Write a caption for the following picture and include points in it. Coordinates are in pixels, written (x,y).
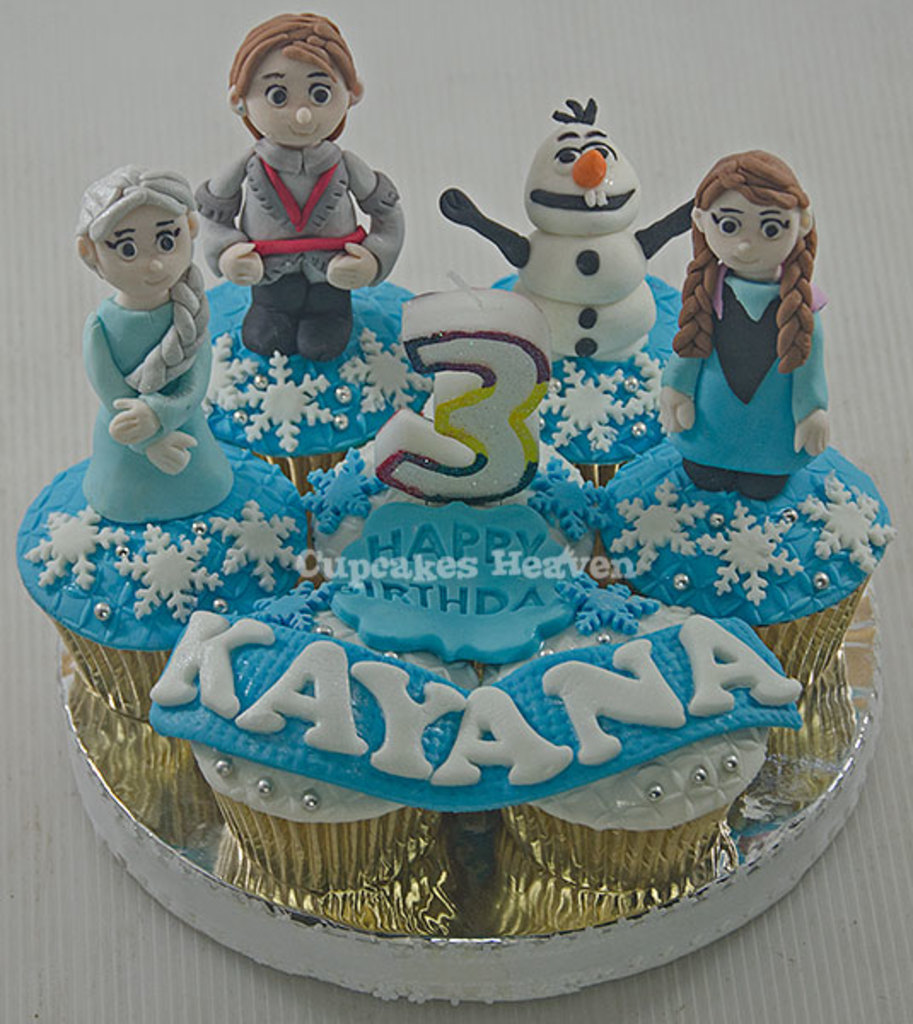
In the center of the image (602,413) we can see cake (332,707) placed on the table (150,971).
